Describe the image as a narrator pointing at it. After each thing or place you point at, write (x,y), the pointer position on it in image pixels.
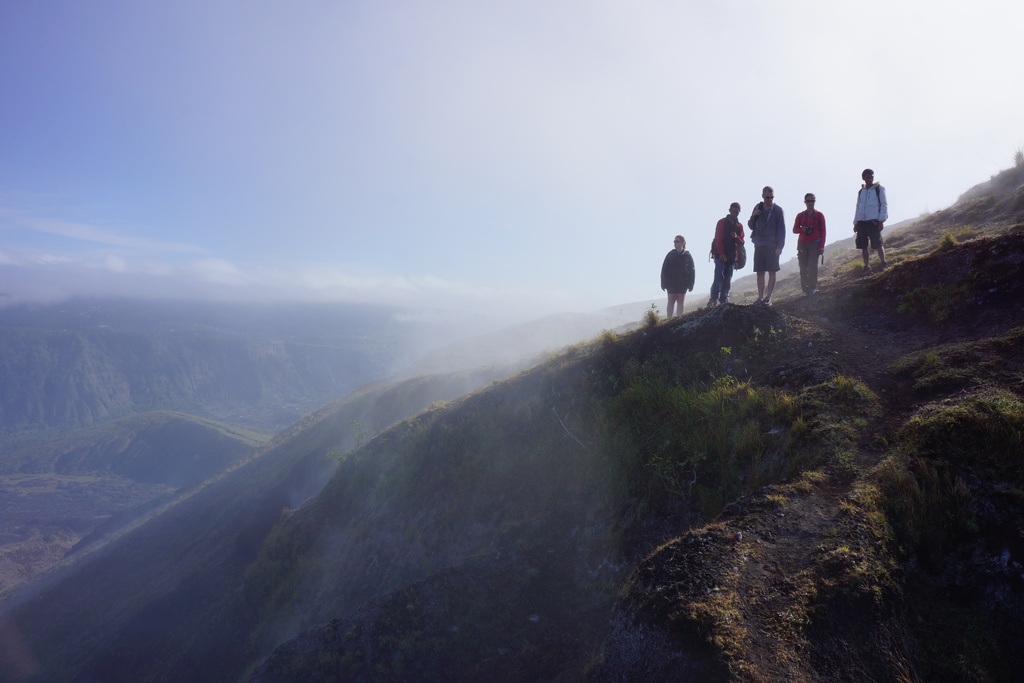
In this image we can see persons (819,213) on the hill (441,416). In the background (344,416) we can see hills (178,394), sky (22,114) and clouds (187,288).
